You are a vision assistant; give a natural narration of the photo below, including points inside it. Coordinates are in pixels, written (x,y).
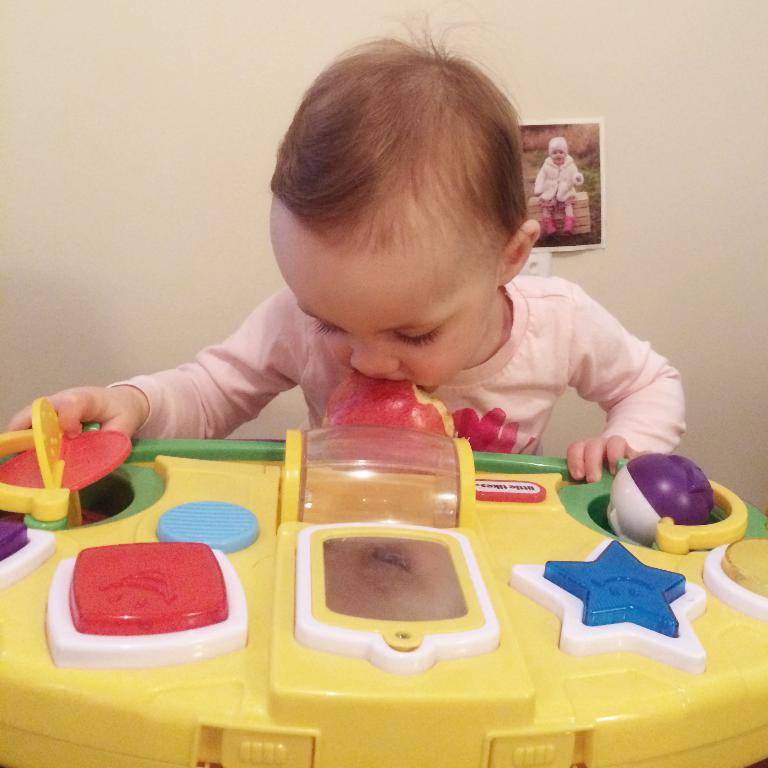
In this image there is a kid (376,347) playing with the toy (387,556). He is keeping the toy (370,393) in his mouth (407,375). In the background (595,250) there is a wall (638,248) to which there is a photo (570,207).
